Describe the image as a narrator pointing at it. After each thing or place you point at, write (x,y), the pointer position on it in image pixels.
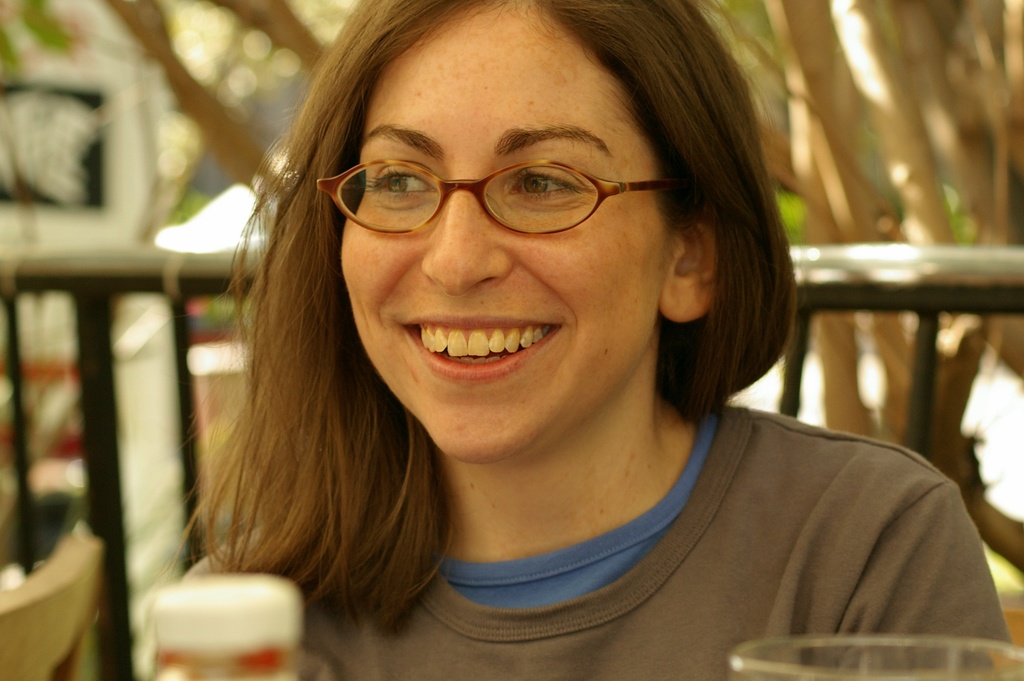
In this picture there is a woman (522,458) who is wearing spectacle (493,220) and t-shirt (656,551). She is smiling. In front of her we can see bottle (237,652) and glass (840,652). At the bottom left corner (13,678) there is a chair (27,652) near to the metal fencing (121,525). In the background (795,209) we can see trees (857,186) and plants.
